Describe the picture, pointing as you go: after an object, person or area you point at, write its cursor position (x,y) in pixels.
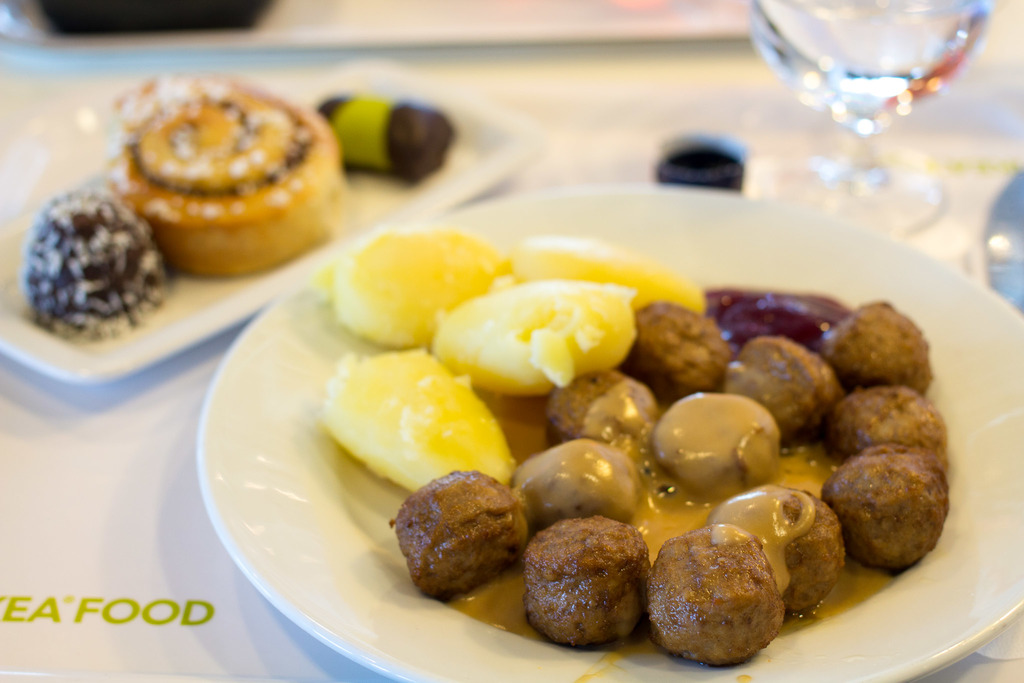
In this picture we can see a table (178,529), there are two plates (255,438) and a glass (842,48) present on the table (625,106), we can see some food (554,400) in these plates (400,221), there is some text (184,614) at the left bottom (116,618).
